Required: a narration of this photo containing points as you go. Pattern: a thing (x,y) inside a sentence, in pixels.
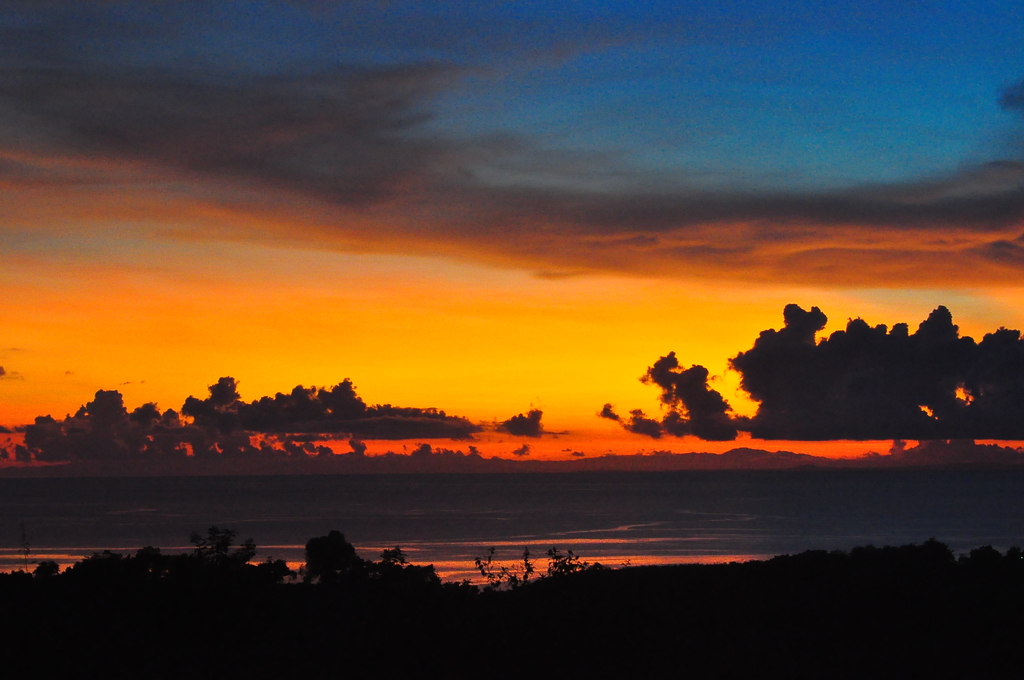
Here we can see water (526,535) and trees (590,596). In the background (489,341) there is sky (652,247) with clouds (919,254).
